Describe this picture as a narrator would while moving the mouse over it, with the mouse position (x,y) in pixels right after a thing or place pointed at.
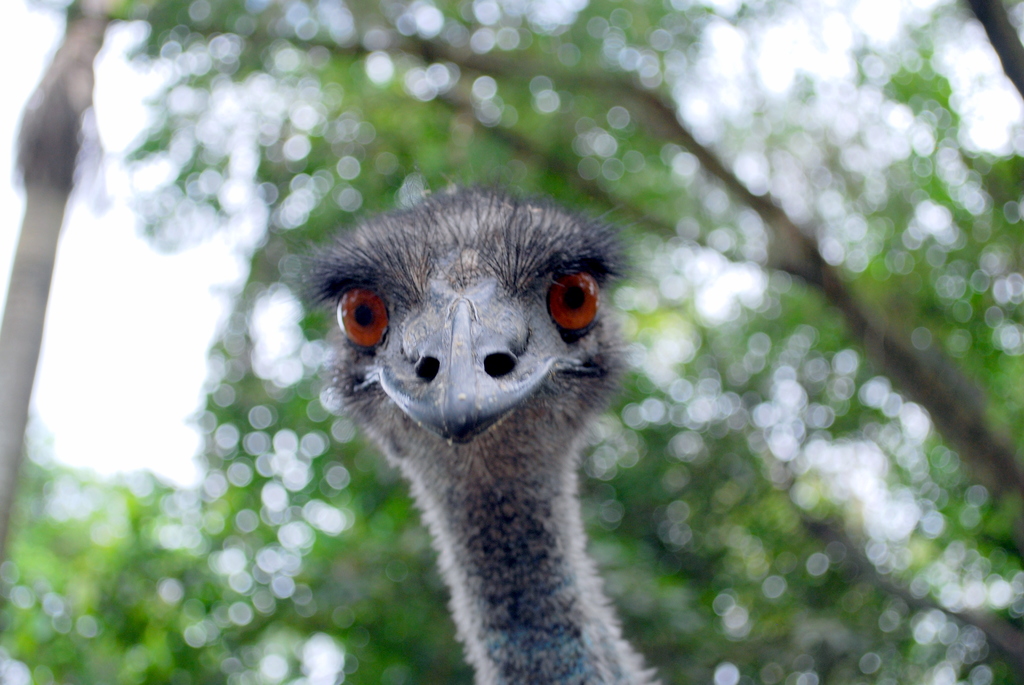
In this image there is an emu (517,453), in the background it is blurred.
